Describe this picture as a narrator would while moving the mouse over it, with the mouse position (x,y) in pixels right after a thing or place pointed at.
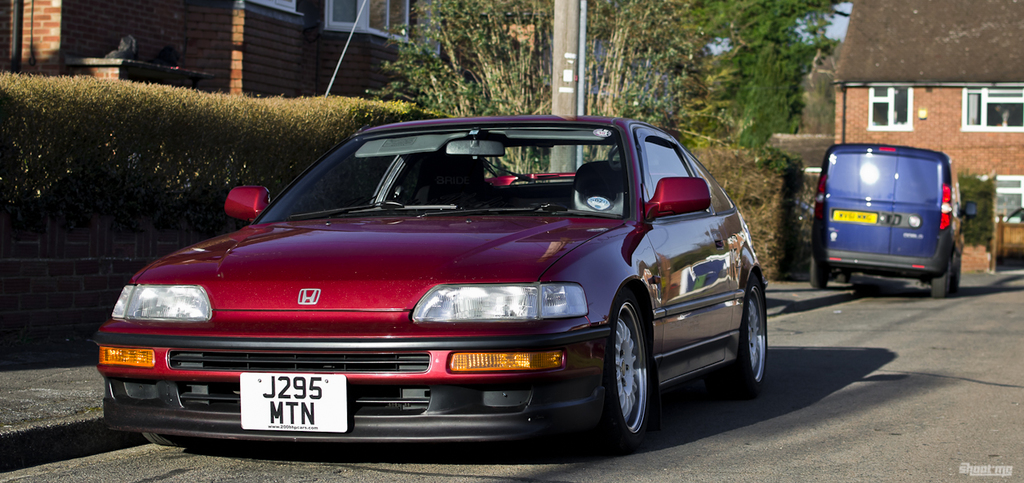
In this image we can see vehicles (867,240) on the road (1001,380). In the background of the image (750,73), we can see trees (639,55), buildings (192,23), pole (554,49), plants (743,157), pavement (44,401) and boundary wall (42,248).
